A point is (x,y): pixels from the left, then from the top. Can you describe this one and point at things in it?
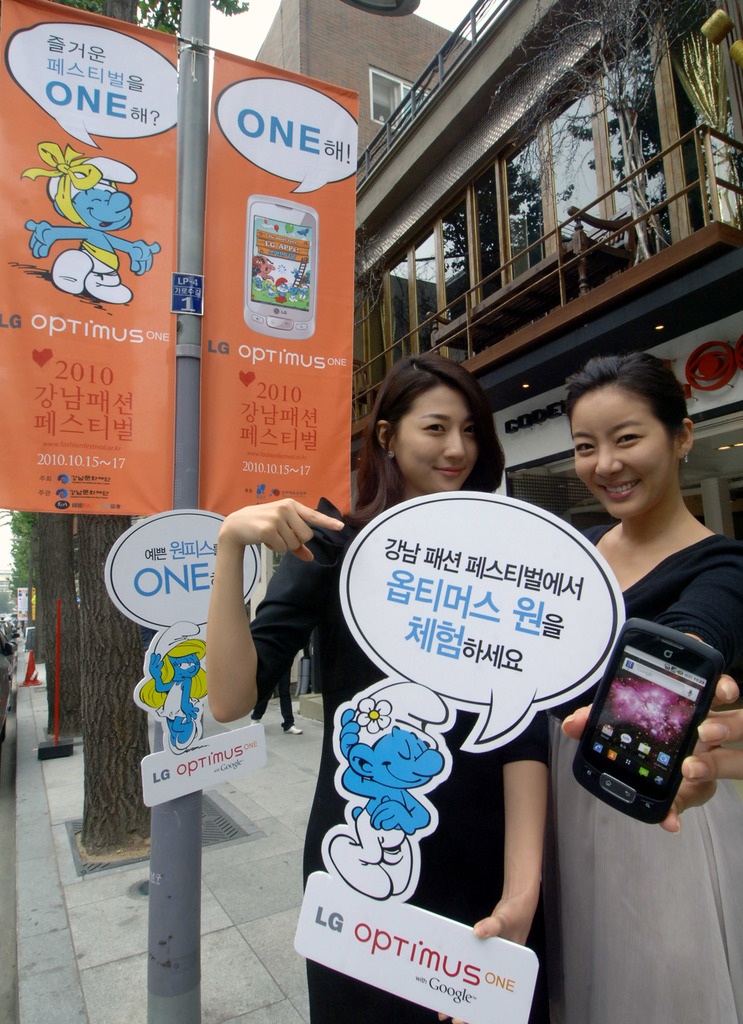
On the background (574,132) we can see building (502,164), tree (94,5). At the top (253,21) we can see a sky (250,31). Here we can see a board (192,297) over a pole (194,88). We can see two women (488,476) standing and giving a pose to the camera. She is holding a mobile (658,686) in her hand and she is holding a hoarding board (511,591).
